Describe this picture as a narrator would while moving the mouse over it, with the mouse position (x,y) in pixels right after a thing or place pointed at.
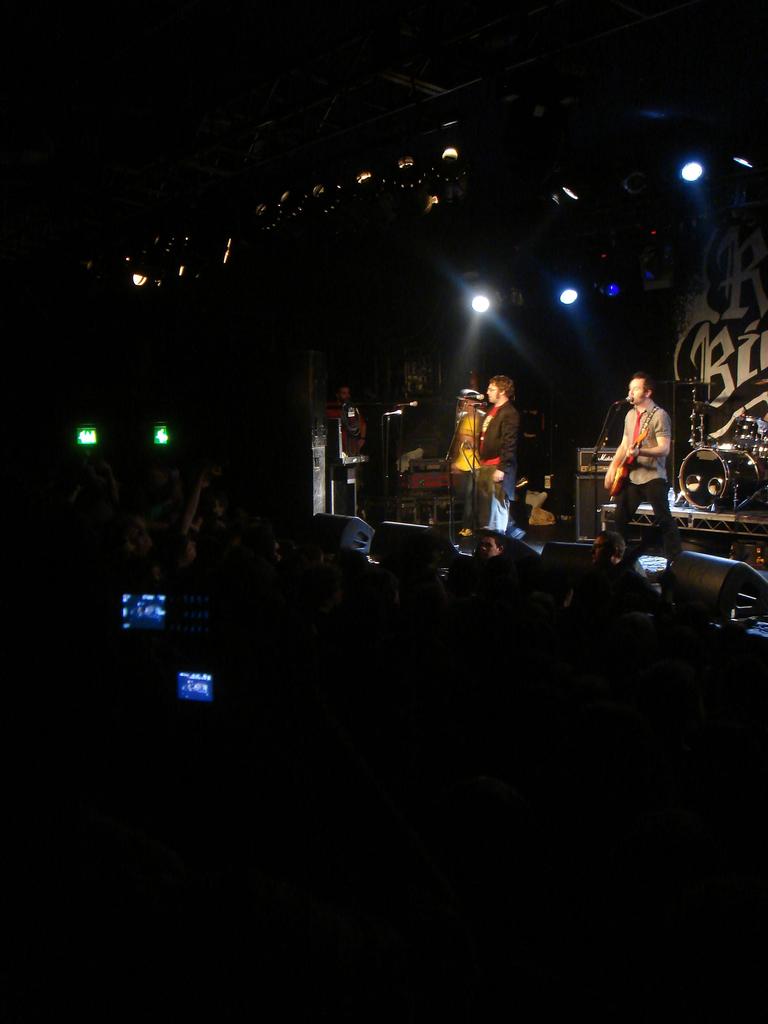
In the picture we can see some people (638,456) are giving a musical performance on the stage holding guitars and singing a song in the microphone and behind them, we can see some musical instruments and to the ceiling (626,240) we can see some lights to the stand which are focused on them.
